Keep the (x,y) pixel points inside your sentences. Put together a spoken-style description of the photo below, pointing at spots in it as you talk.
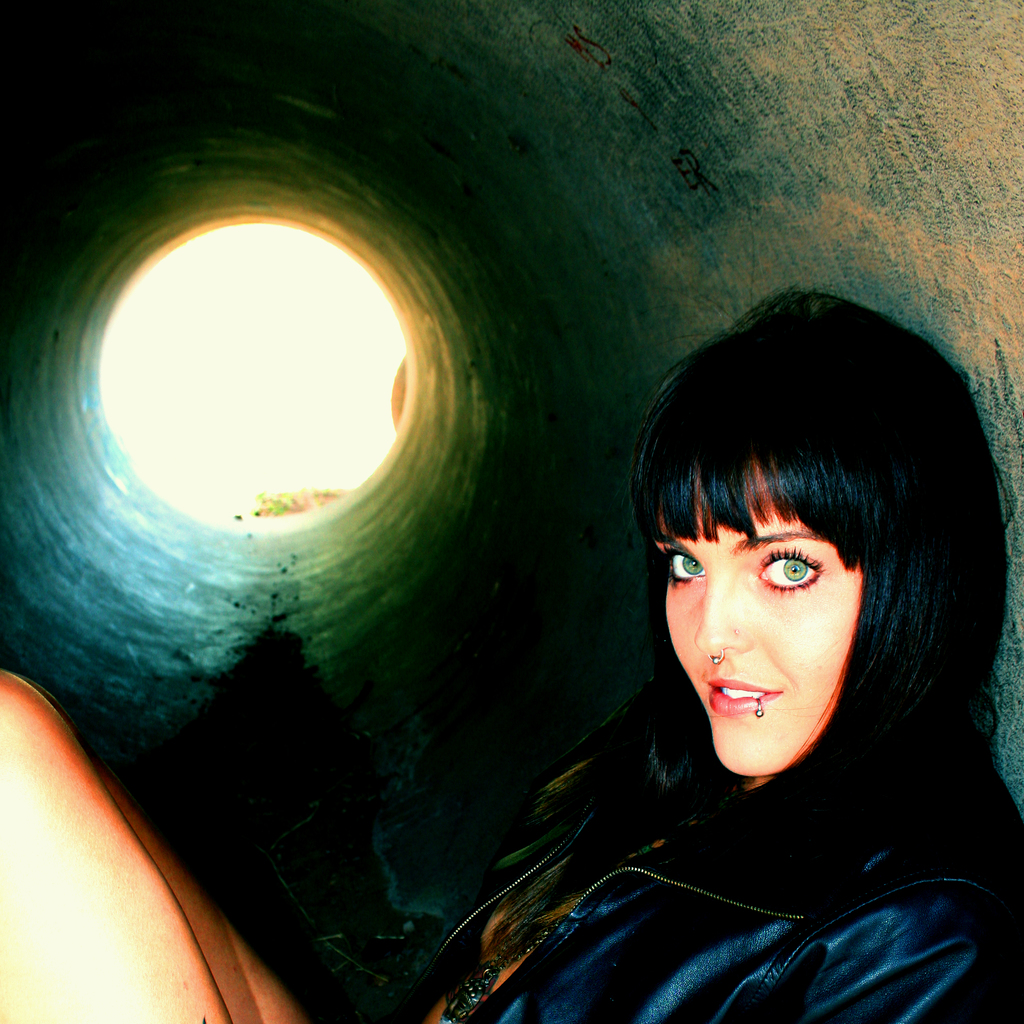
In the image there is a lady (732,902) sitting inside the pipe tunnel (318,948). She is having a nose ring (715,658).
